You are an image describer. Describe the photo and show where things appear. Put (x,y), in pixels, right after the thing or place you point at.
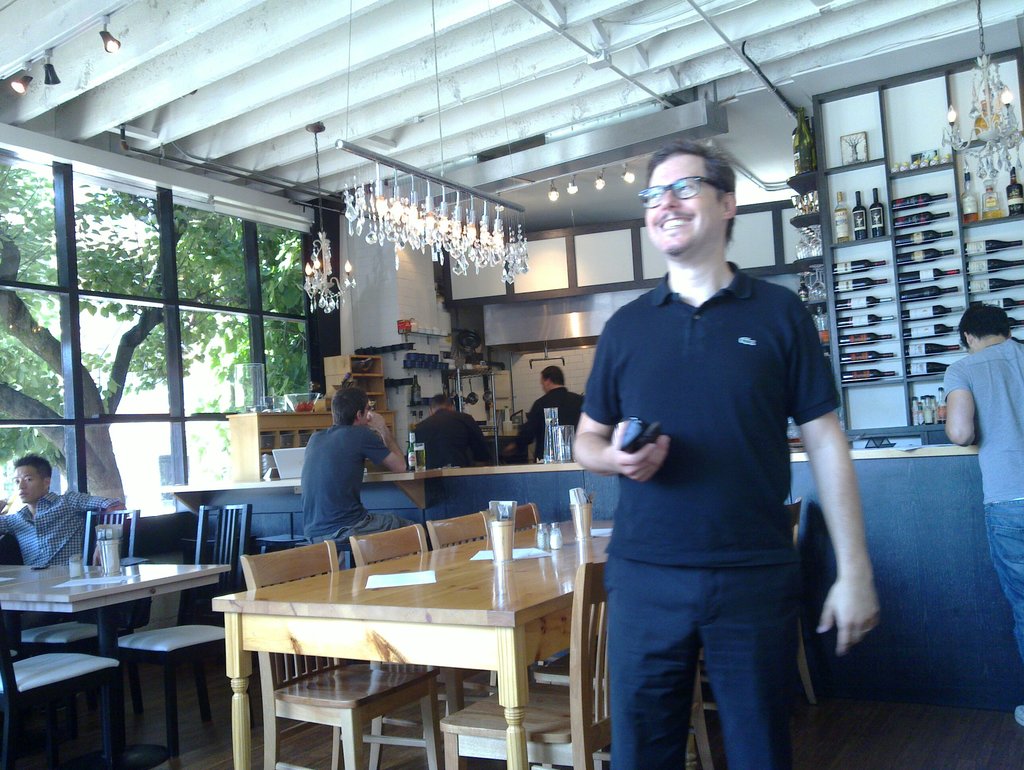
In this image I can see few people (734,334) where two of them are sitting and rest all are standing. Here I can see he is wearing a specs (657,198) and a smile (669,223) on his face (666,248). In the background (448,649) I can see few chairs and few tables (291,587). On this table (347,630) I can see few glasses (557,527). In the background (868,374) I can see number of bottles (887,318) and here I can see a tree (108,310).
